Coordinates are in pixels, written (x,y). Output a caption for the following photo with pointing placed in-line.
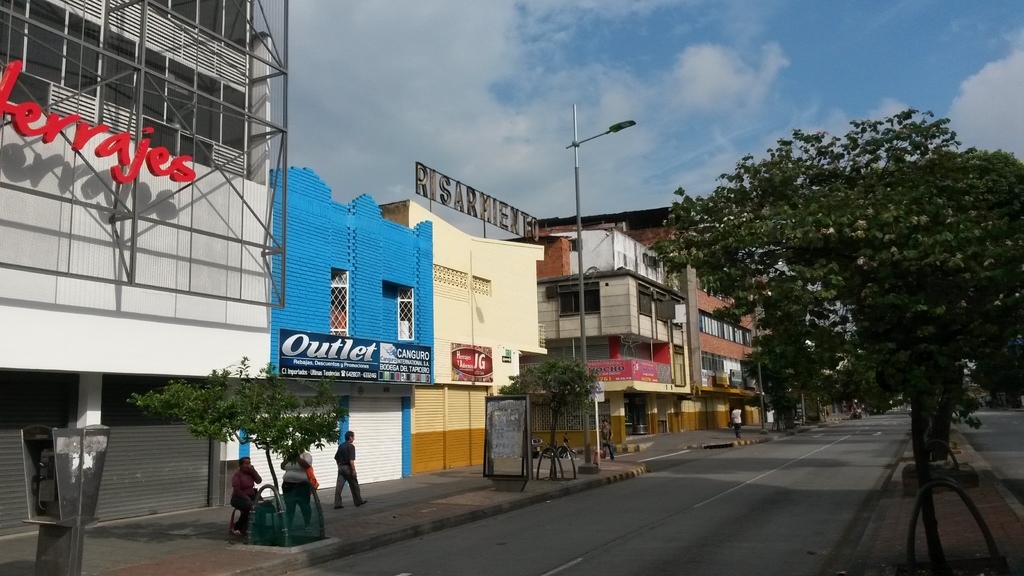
In this image I can see few trees (907,273) which are green in color, the road (769,476), the sidewalk (410,495), few persons (293,480) standing and a person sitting on the sidewalk (333,511), few buildings (190,362) which are white, yellow, blue and brown in color. I can see few boards (609,379), few poles (583,363) and in the background (546,121) I can see the sky (613,108).
